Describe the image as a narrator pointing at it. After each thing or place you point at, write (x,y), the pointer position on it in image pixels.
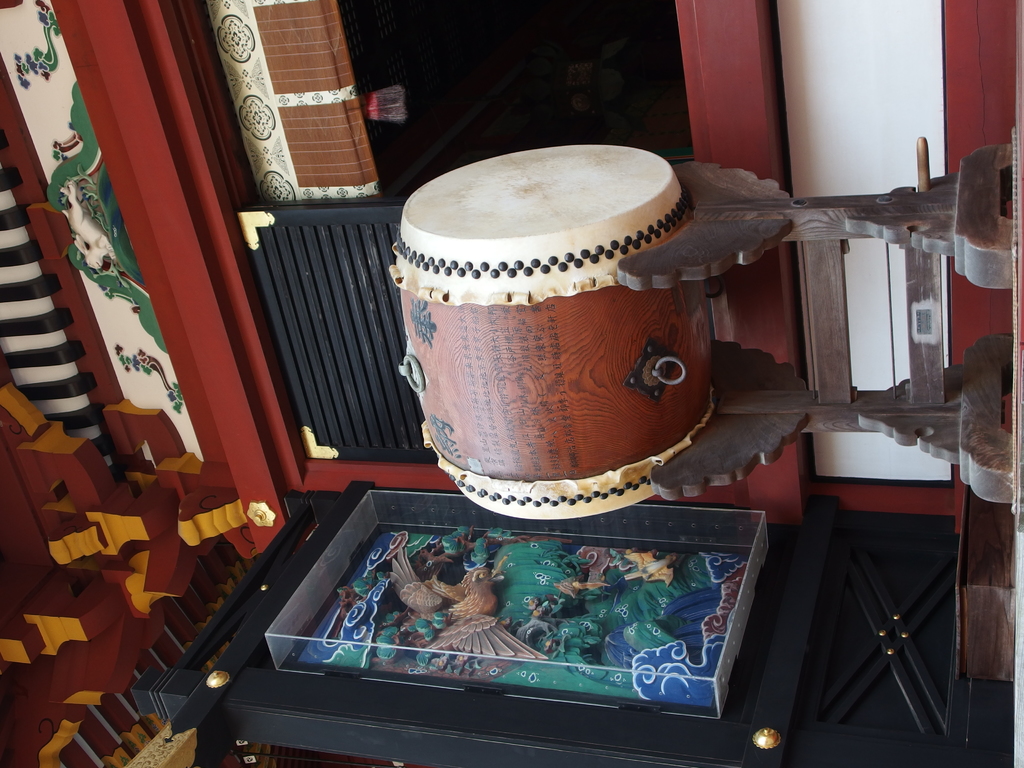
In the center of the image (451,421) there is a musical instrument (613,303). In the background of the image (789,134) there is a wall (841,101), there is a door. At the bottom of the image (542,634) there is an object (616,693) on the black color surface (504,713).
